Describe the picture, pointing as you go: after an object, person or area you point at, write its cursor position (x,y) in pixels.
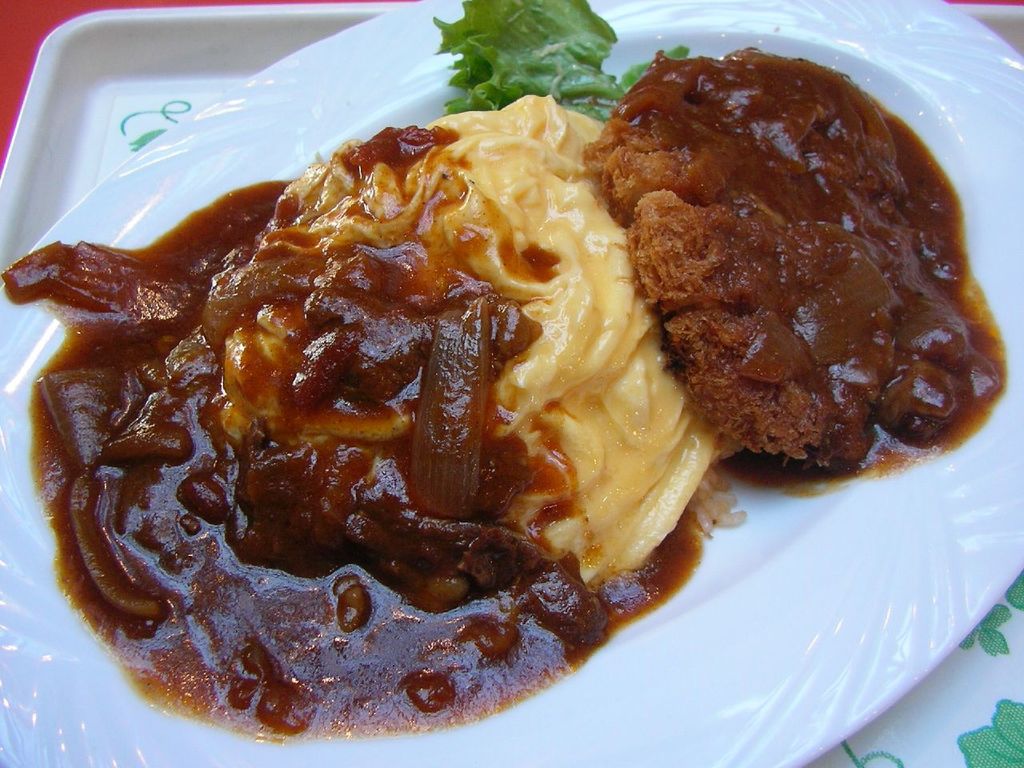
In this image there are food items (477,537) on the plate (108,210).
